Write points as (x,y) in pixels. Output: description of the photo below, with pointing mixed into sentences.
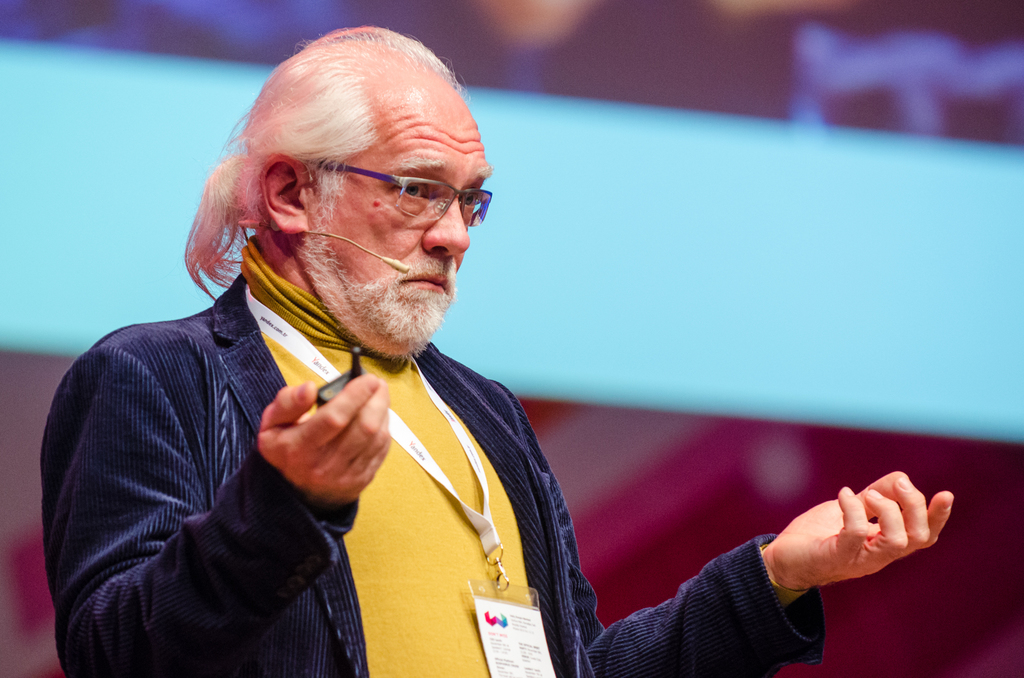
In this image we can see a person (359,424) standing.
